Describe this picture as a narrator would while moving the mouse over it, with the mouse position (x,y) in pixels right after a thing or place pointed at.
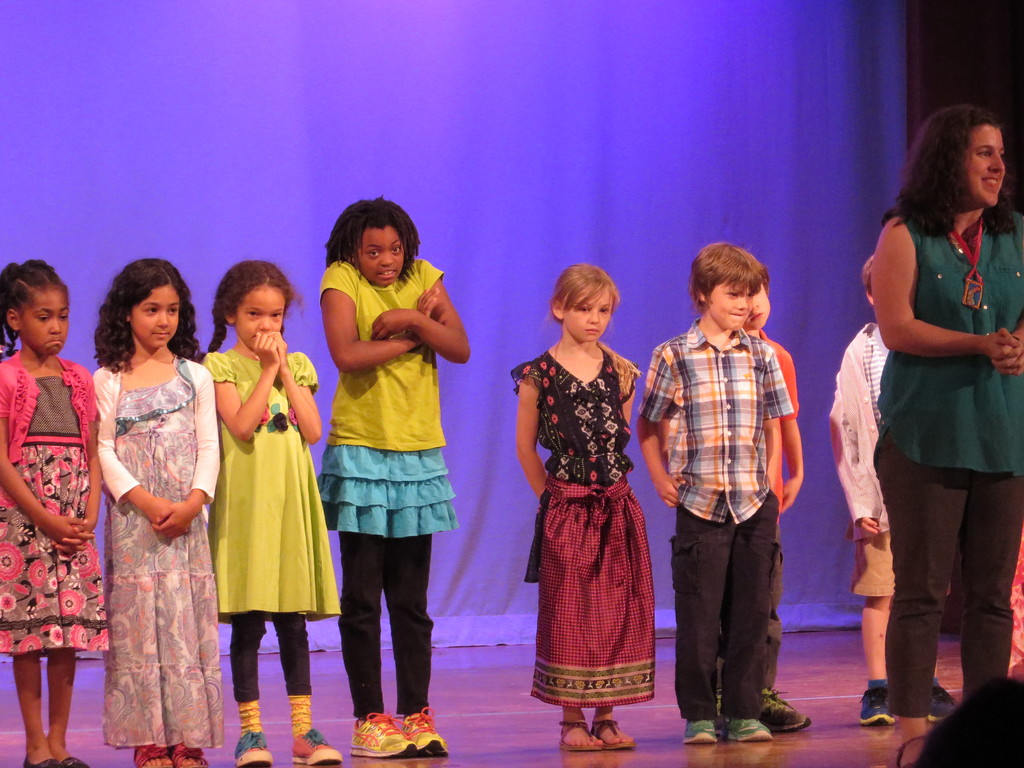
In this image we can see girls (451,497) and boys (730,497) are standing on the stage (825,712). Right side of the image (953,486) one woman (917,535) is there. She is wearing green color top (962,420) with jeans (949,581). Background of the image (142,166) purple color curtain (476,165) is present.
